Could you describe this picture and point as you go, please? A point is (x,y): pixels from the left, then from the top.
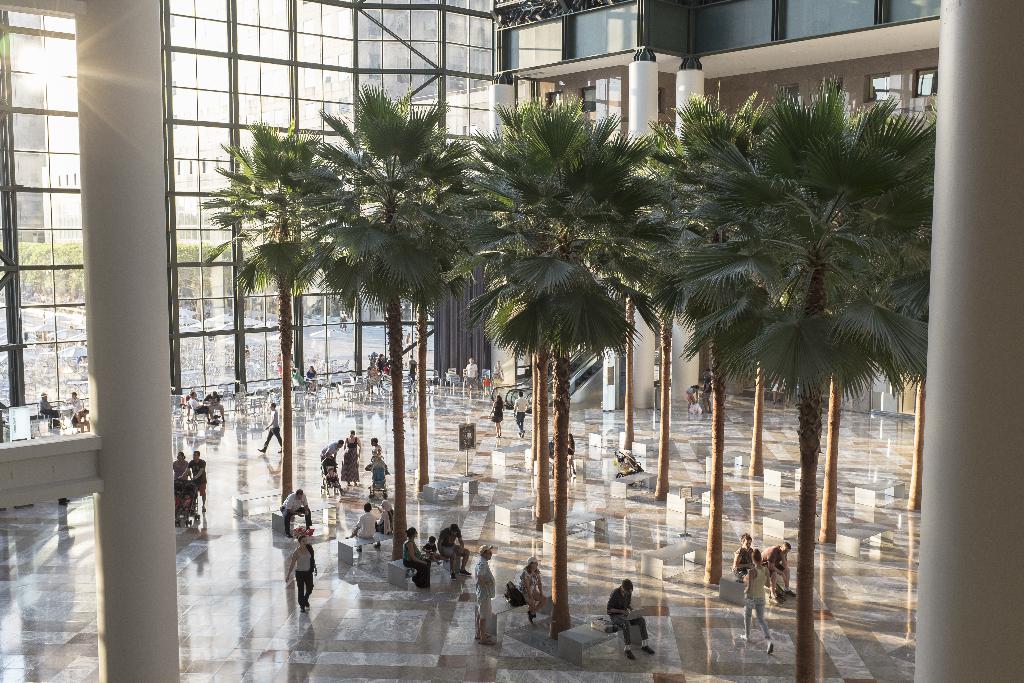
This picture seems to be clicked inside the hall (688,609). In the foreground (649,609) we can see the group of persons (373,512) sitting on the benches (527,615) and we can see the bags (513,595) and some other objects (473,439), we can see the group of persons (486,562) seems to be walking on the ground (514,492). In the center (359,252) we can see the trees (716,243). In the background (324,75) we can see the windows (252,81) and through the windows (207,156) we can see the outside view (206,177) which includes buildings (316,45), trees (30,261) and tents (50,350) and many other objects (194,358) and we can see the group of persons (86,412) and curtain (467,321), pillars (693,362), windows (42,97) and an object (584,379) seems to be the escalator (588,366) and we can see many other objects (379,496).
